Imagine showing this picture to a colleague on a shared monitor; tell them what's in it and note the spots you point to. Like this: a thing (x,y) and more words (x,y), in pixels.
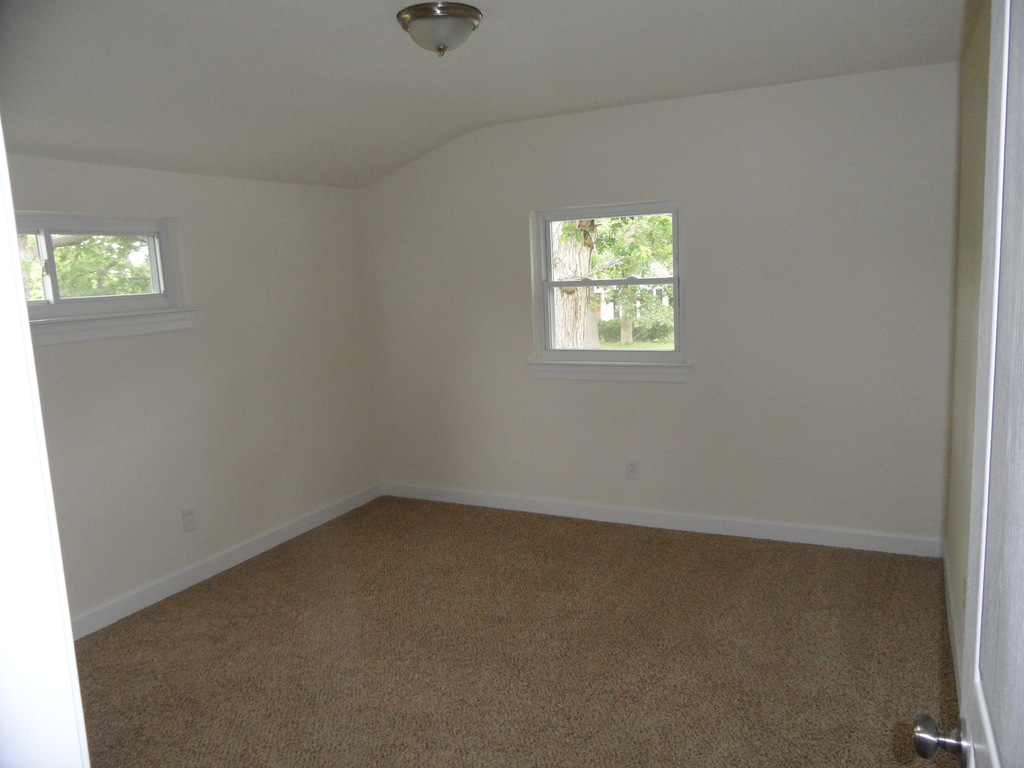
In this picture there is a window (612,214) in the center of the image (567,290) and there is a door (1008,229) on the right side of the image (1011,244), it seems to be an empty room (535,271).
